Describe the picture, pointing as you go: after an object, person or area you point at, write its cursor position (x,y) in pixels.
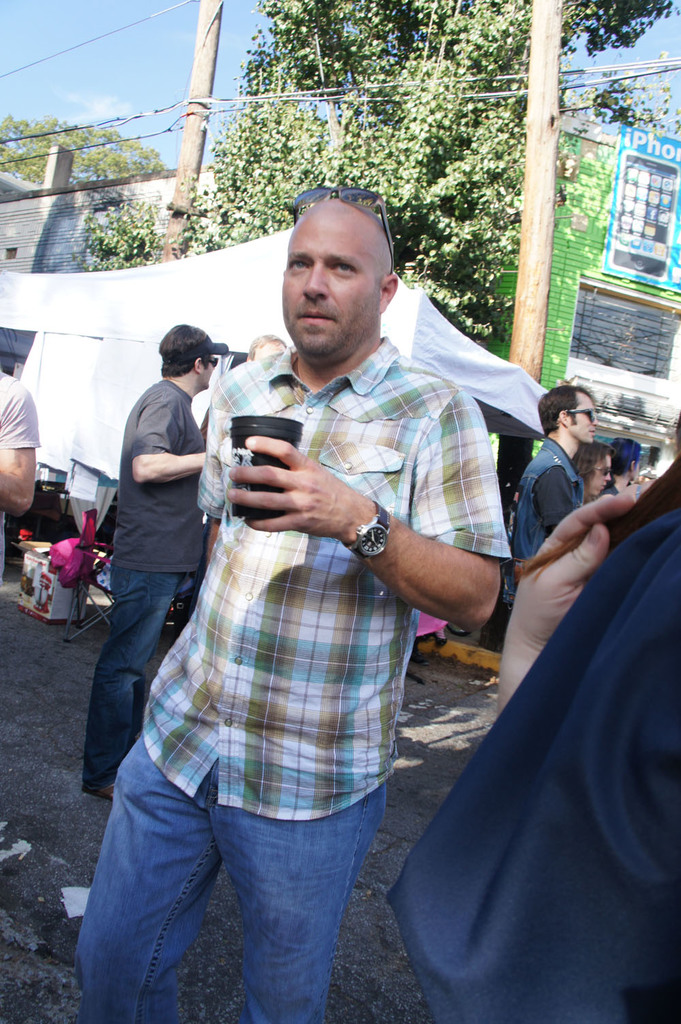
In this picture I can see a man (310,412) standing and holding a cup (296,430), there is a tent (53,301), chair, cardboard box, there are group of people (151,552) standing, there are poles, trees (364,184), a building (672,414), cables (13,140), and in the background (96,79) there is sky (106,70).
